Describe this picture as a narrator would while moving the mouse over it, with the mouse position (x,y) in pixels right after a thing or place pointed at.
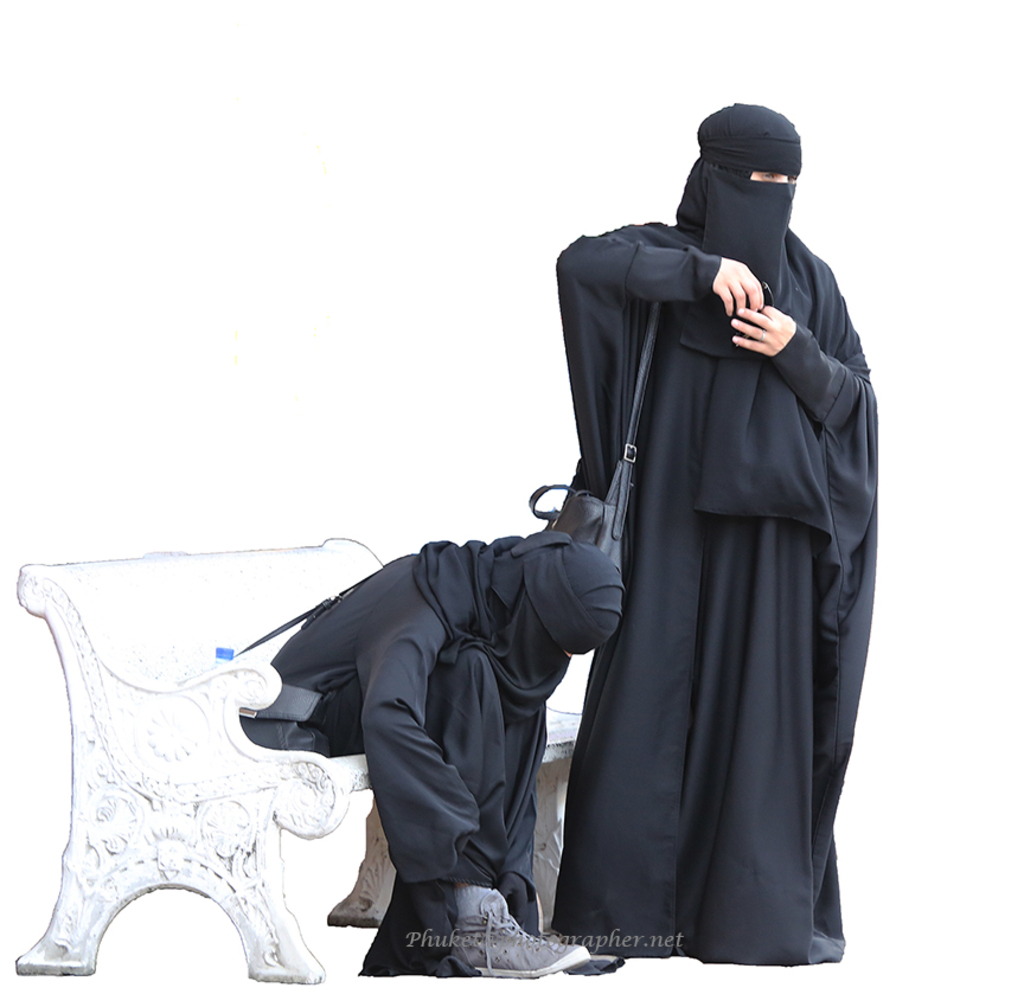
This is a picture of two women (588,579) wearing abaya (652,570), we can see the person (791,477) on the right side (791,477) is standing and holding a bag (623,468), and the person (436,612) on the left side (338,709) is sitting on the bench (325,836).
